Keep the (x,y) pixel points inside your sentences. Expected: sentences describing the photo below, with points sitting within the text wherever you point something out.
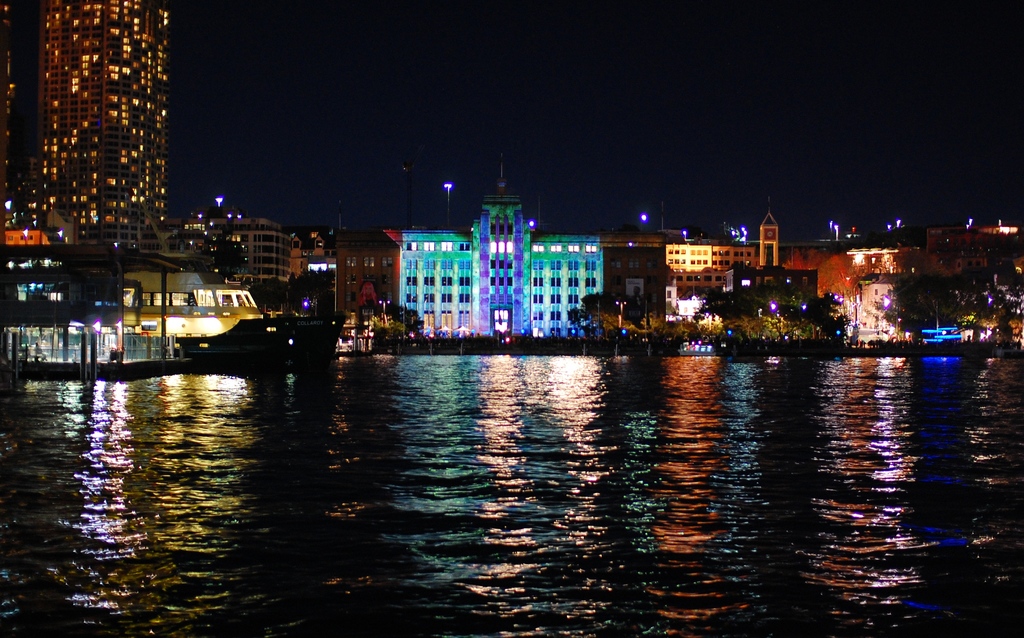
In this image we can see buildings (525,289), trees (810,320) and lights (859,302). At the bottom of the image (652,543), we can see water (670,522). On the left side of the image (186,307), we can see a boat (221,319) on the surface of water (200,413).
